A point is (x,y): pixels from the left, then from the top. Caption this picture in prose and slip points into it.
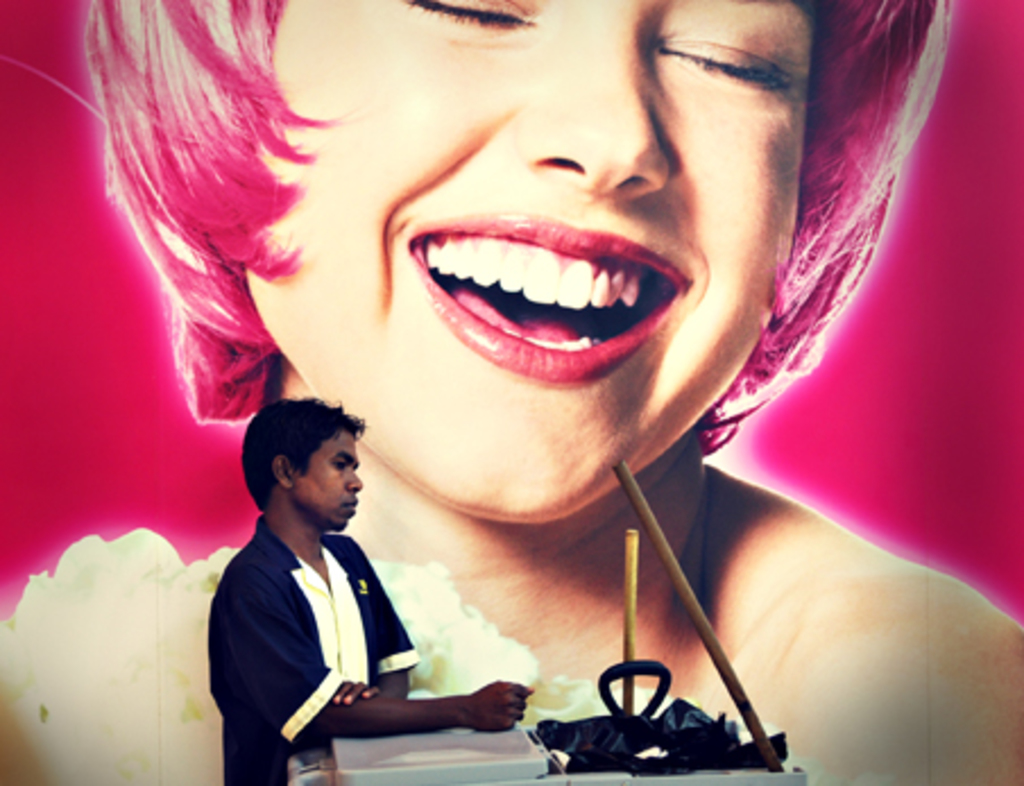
The man (336,639) in white and black shirt (325,641) is standing. In front of him, we see a table (457,759) on which wooden rods (625,637) and a black sheet (671,719) are placed. Behind him, we see a banner (150,465) or a board (118,411) or a poster (709,426) of a woman (681,251) who is smiling. It is in pink and white color.
